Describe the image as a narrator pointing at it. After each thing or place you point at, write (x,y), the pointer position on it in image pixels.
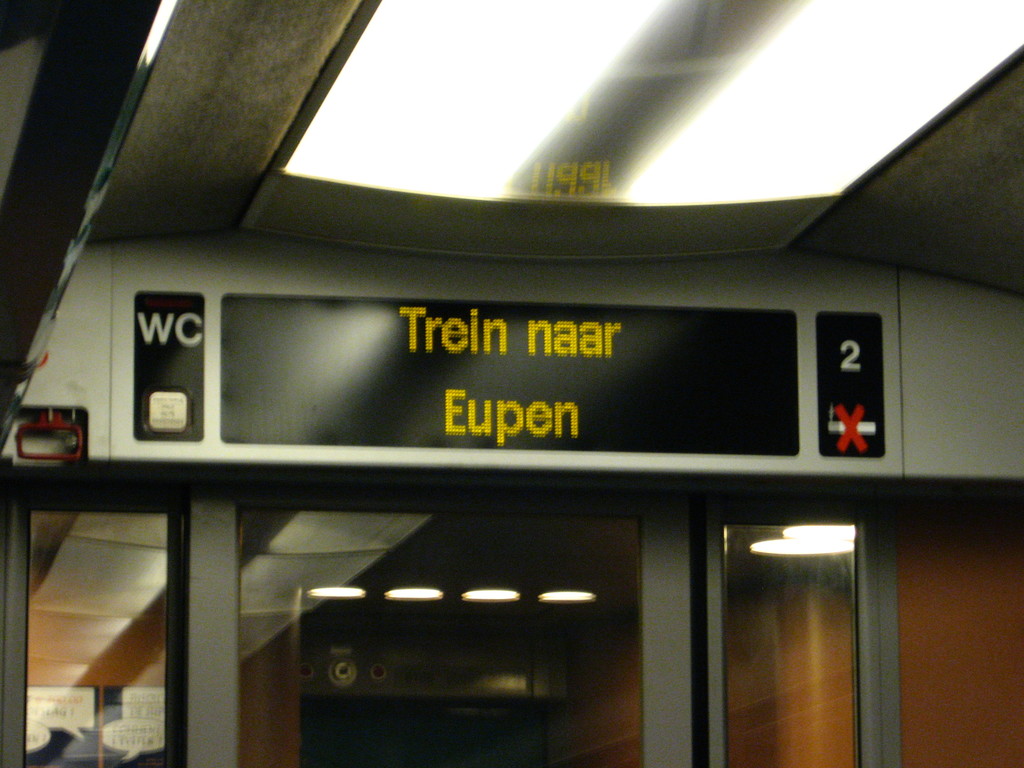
In this image I can see number of lights (418,185), number of boards (704,343) and on these boards (543,306) I can see something is written. I can also see glass wall like things (505,659) on the bottom side (296,654).
